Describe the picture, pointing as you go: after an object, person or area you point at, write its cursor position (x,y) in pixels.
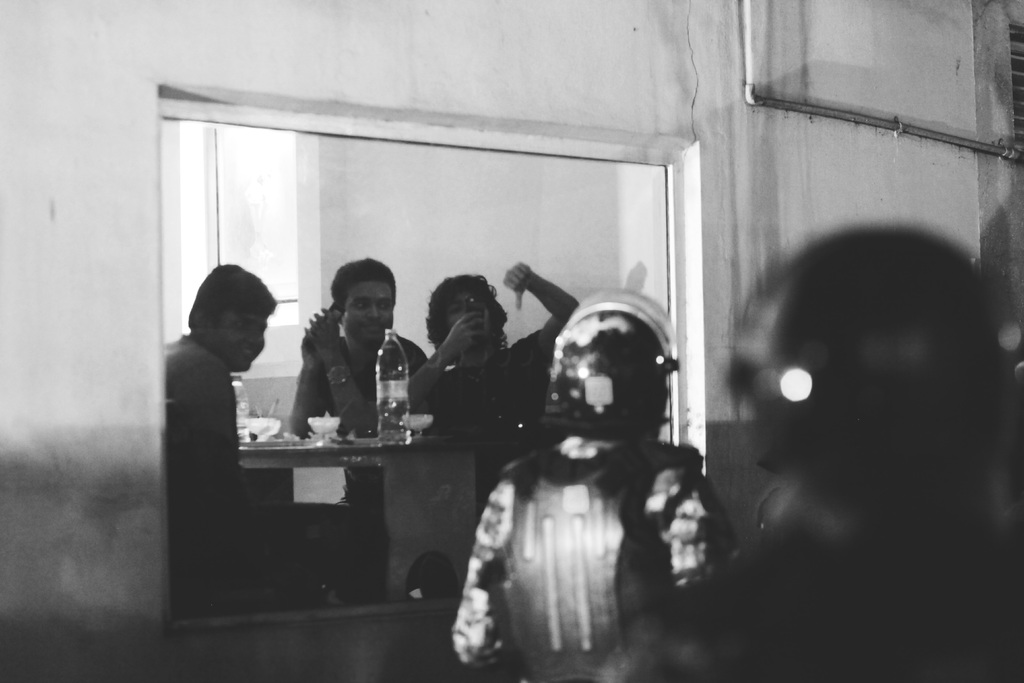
This image consists of few persons (590,586). In the front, we can see a table (330,457) on which there are bottles (397,430) and cups (266,430). On the left (98,277), we can see a wall (72,366) in white color. In the background (185,202) it looks like a window (211,221).
